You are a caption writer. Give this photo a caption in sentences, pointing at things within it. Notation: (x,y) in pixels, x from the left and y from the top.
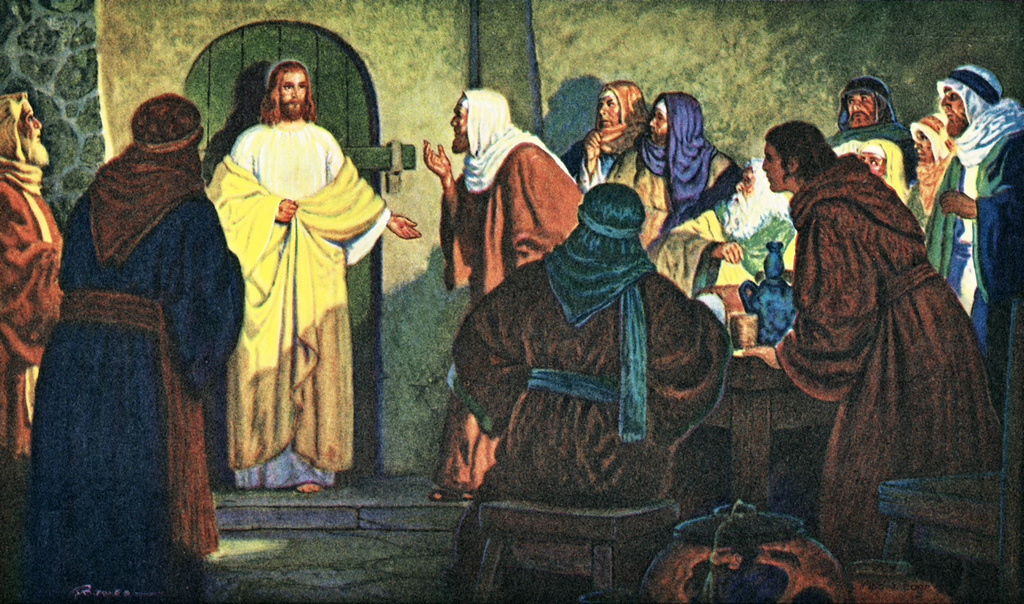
This is a picture of the painting (371,249), in this image we can see the group of people (726,366) and a table (736,414) with some objects (744,291) on it, in the background (347,114), we can see a door (366,132) and the wall (92,109).
